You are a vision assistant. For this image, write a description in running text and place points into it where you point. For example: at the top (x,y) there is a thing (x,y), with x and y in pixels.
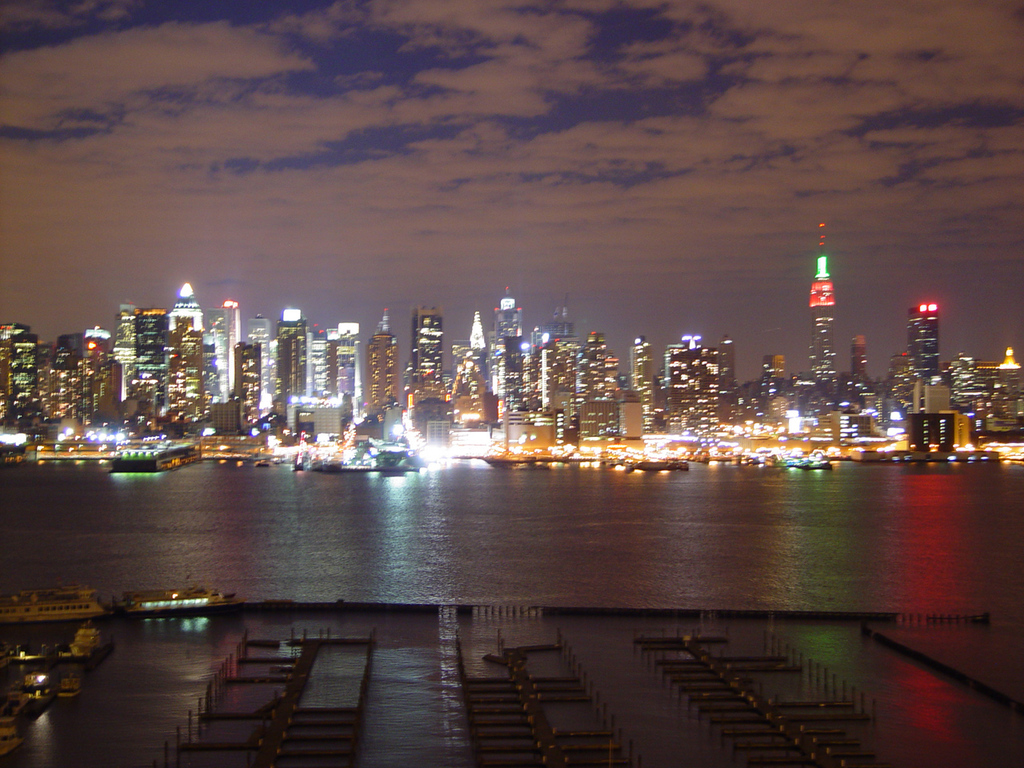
In this picture there is water (469,514) at the bottom side of the image (446,577) and there are skyscrapers (333,360) in the center of the image (478,425).
